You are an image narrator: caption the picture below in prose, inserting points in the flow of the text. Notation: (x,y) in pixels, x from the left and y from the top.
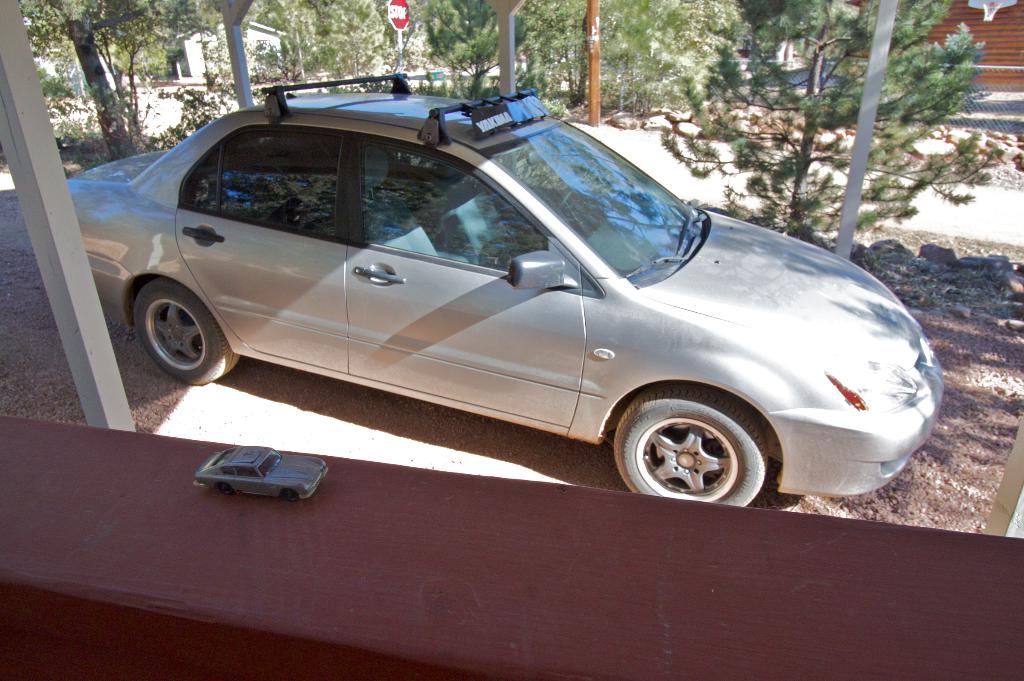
At the bottom of the image (286,486) on the wall (372,569) there is a toy car (288,499). Behind the wall (359,529) there is a car (400,139). Behind the car (338,175) there are poles (872,61) with sign boards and also there are trees (970,64). Behind the trees (919,65) there are houses (990,61).
